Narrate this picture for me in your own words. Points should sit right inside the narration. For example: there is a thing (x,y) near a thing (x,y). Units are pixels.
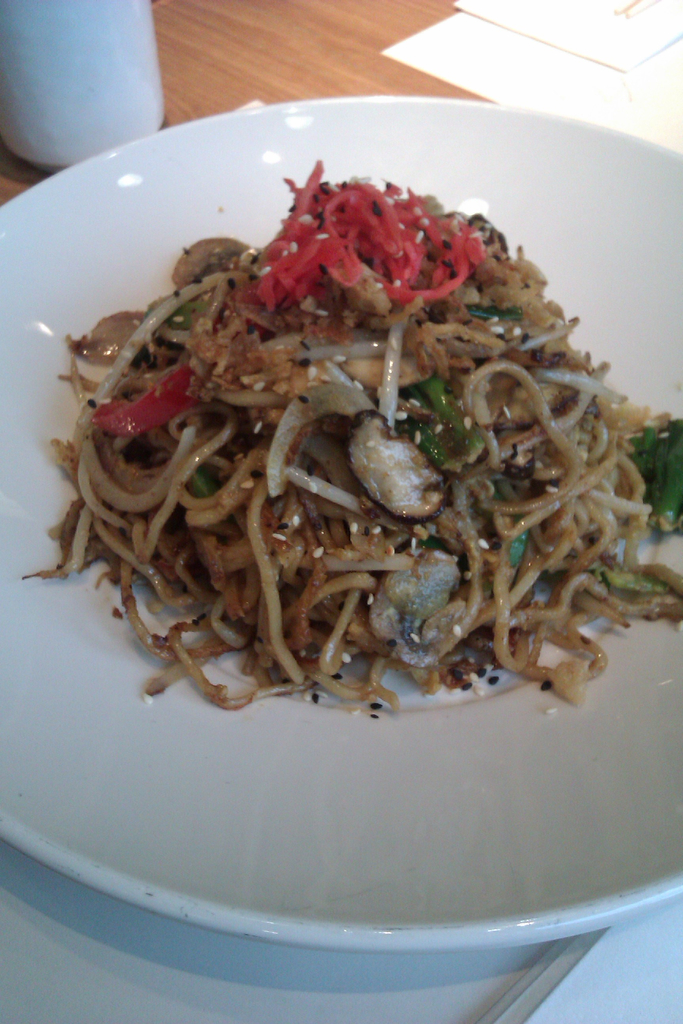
In the center of the image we can see one table (264,28). On the table (264,28), we can see papers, one white color object (77,81) and one plate (534,242). In the plate (637,278), we can see some food item (321,648).
